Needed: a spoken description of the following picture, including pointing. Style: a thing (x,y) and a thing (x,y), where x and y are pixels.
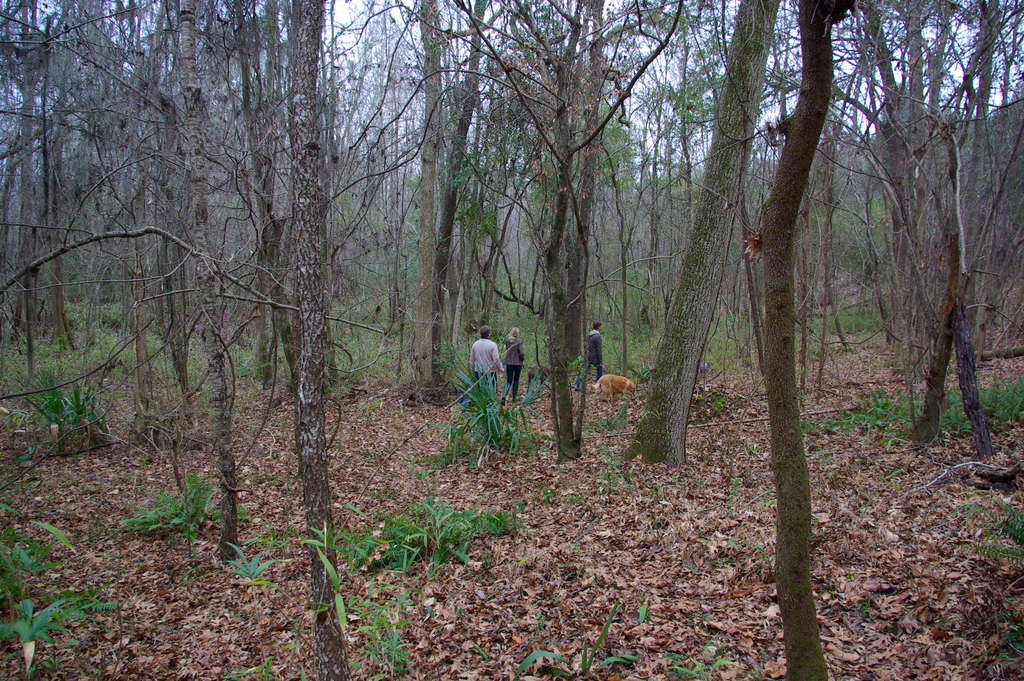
In this image we can see there are three people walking on the ground (723,399) along with dry leaves (672,468), behind them there are so many trees (162,339).
